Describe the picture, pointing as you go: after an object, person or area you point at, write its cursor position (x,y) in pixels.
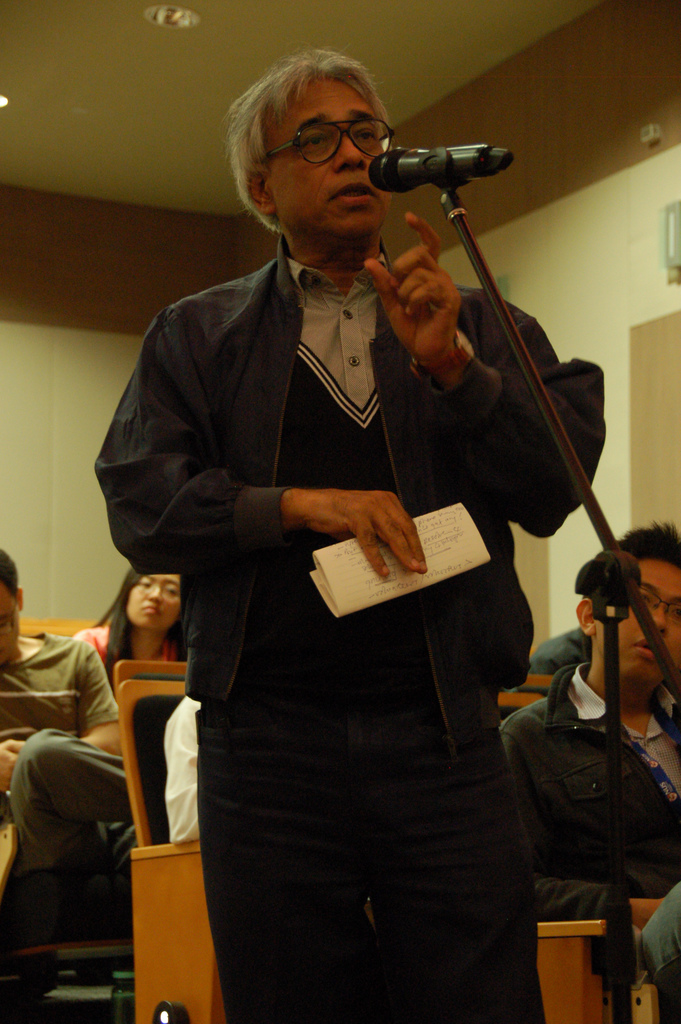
In this picture there is a man (464,323) who is standing in the center of the image (407,424) and there is a mic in front of him and there are other people (575,780) those who are sitting on the chairs (52,618) in the background area of the image (41,789).
